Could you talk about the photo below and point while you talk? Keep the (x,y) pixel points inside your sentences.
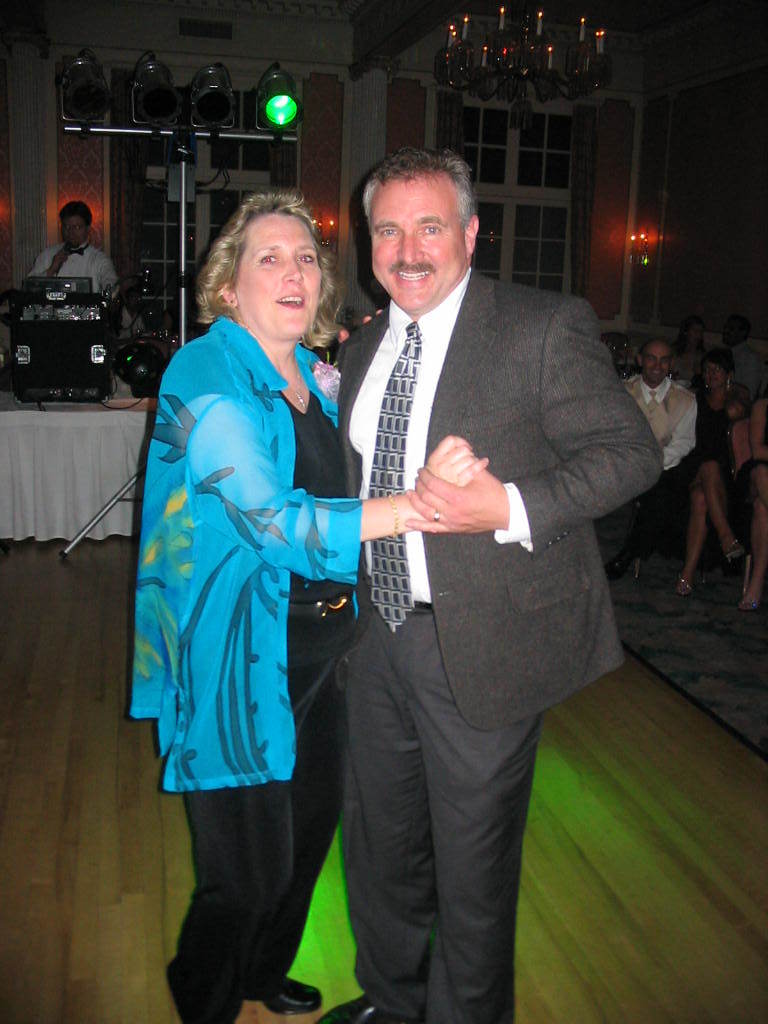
In the middle of the image (339,486) two persons (352,560) are standing and smiling. Behind them few people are sitting and there is a table (71,530), on the table (38,414) there are some electronic devices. Behind the table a person (65,208) is standing. Behind him there is wall (675,163), on the wall (89,191) there are some windows (503,214) and lights (602,58).
